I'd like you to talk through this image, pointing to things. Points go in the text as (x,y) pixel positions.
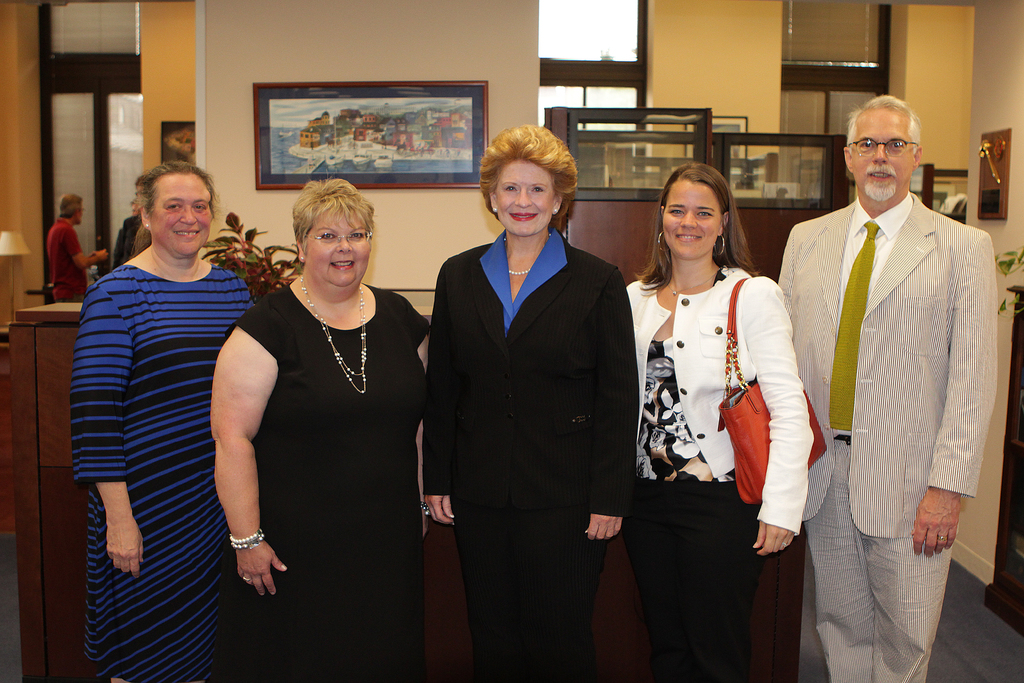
In front of the image there are people (583,289) having a smile on their faces (683,252). Behind them there is a table (45,335). In the background of the image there are photo frame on the wall (1005,242). On the right side of the image (1002,579) there is a flower pot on the wooden table (994,605). There is a lamp (12,282). There are people (115,259) standing.
